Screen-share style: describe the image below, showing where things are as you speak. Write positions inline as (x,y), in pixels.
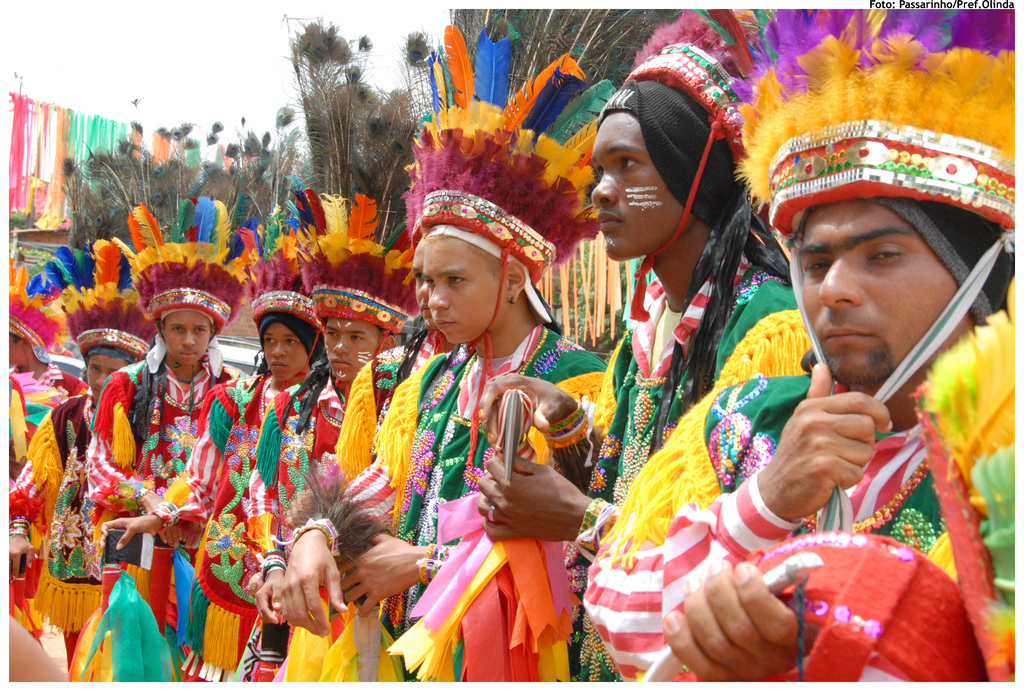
In this picture we can see group of people (735,330), they wore costumes (402,299) and we can see peacock feathers (379,163).
